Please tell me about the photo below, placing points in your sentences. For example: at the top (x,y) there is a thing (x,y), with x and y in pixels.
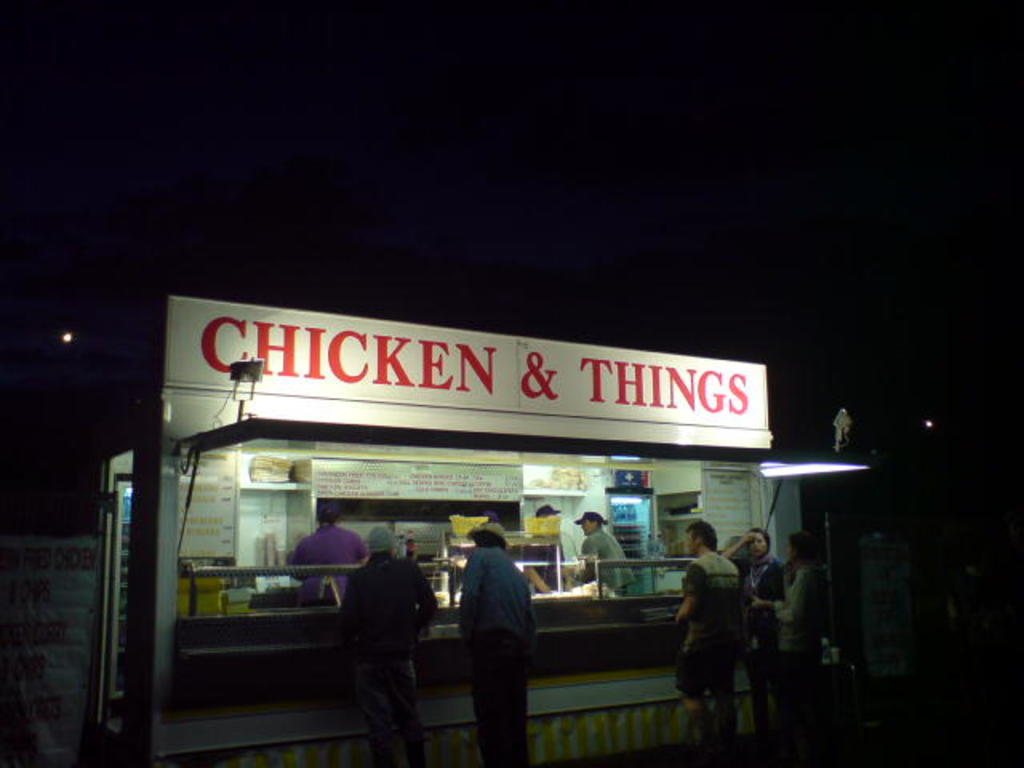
In this picture we can see the street food shop (162,527) in the front (418,542). On the top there is a naming board (337,361). In the front (443,545) there are some person (757,591) standing at the food counter (572,611). Behind we can see the dark background (36,321).
